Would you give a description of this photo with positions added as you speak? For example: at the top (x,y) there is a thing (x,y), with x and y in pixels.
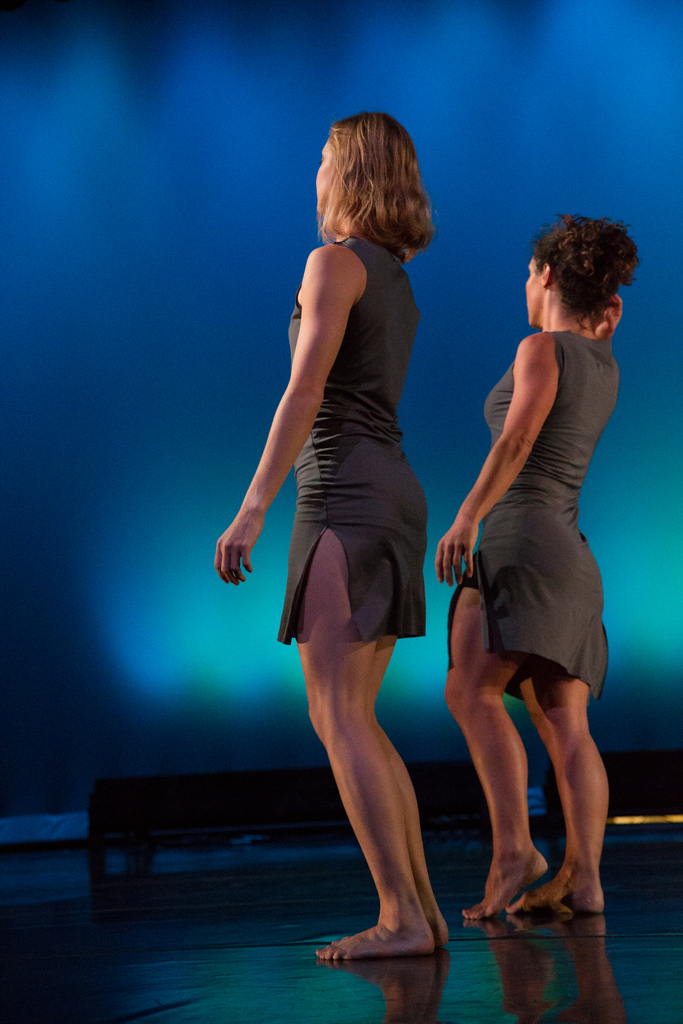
2 women (455,664) are standing. There is a blue background (434,159).
